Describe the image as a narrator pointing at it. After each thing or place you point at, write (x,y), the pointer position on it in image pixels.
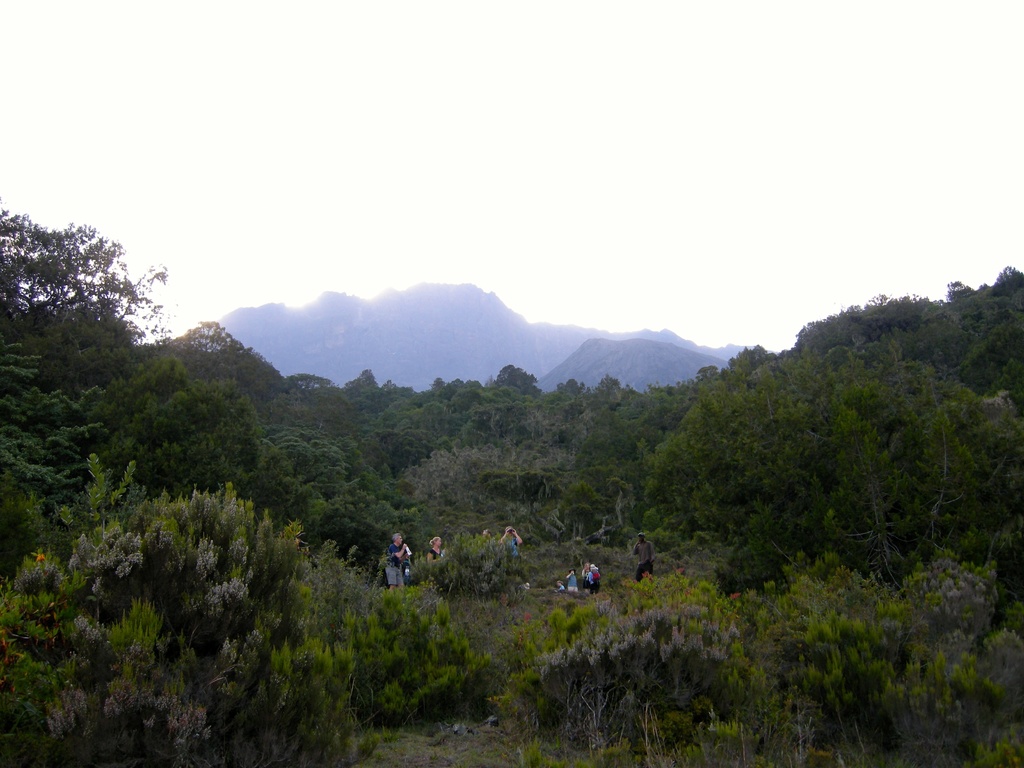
As we can see in the image, there are group of trees (78,484). In between trees (415,540) there are a group of people (489,534). On the top (504,166) there is a sky (473,131).
